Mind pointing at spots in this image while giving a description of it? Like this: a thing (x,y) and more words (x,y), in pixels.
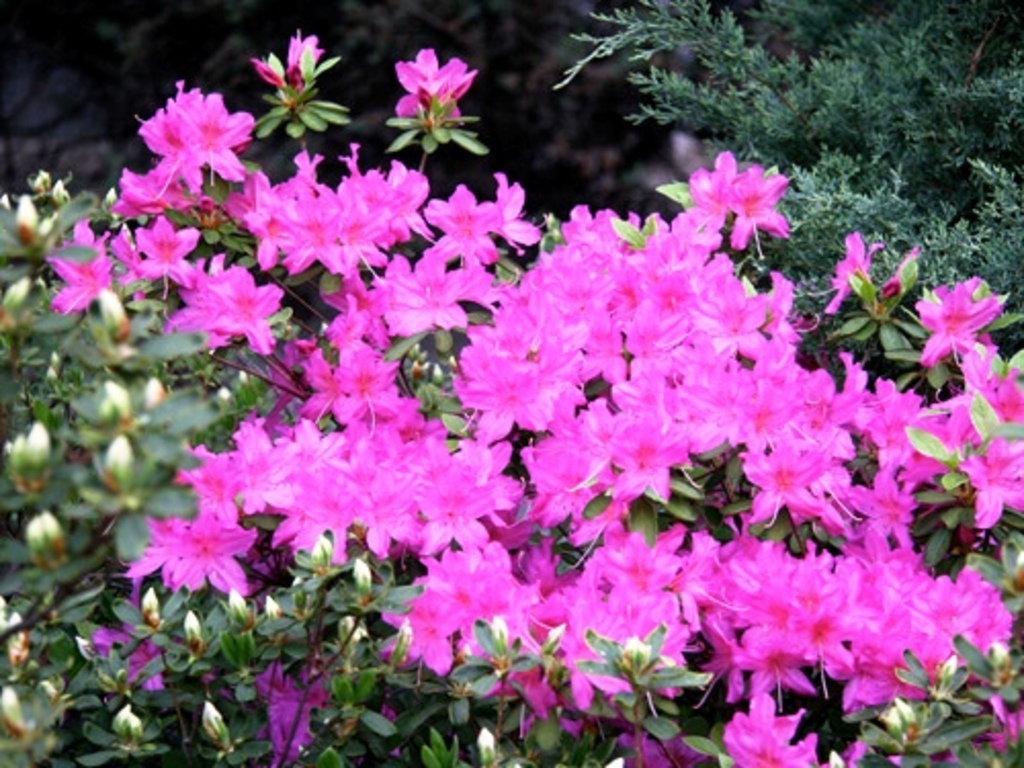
Here we can see pink flowers (778,543), buds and leaves (382,595). Background (531,55) it is blur.
